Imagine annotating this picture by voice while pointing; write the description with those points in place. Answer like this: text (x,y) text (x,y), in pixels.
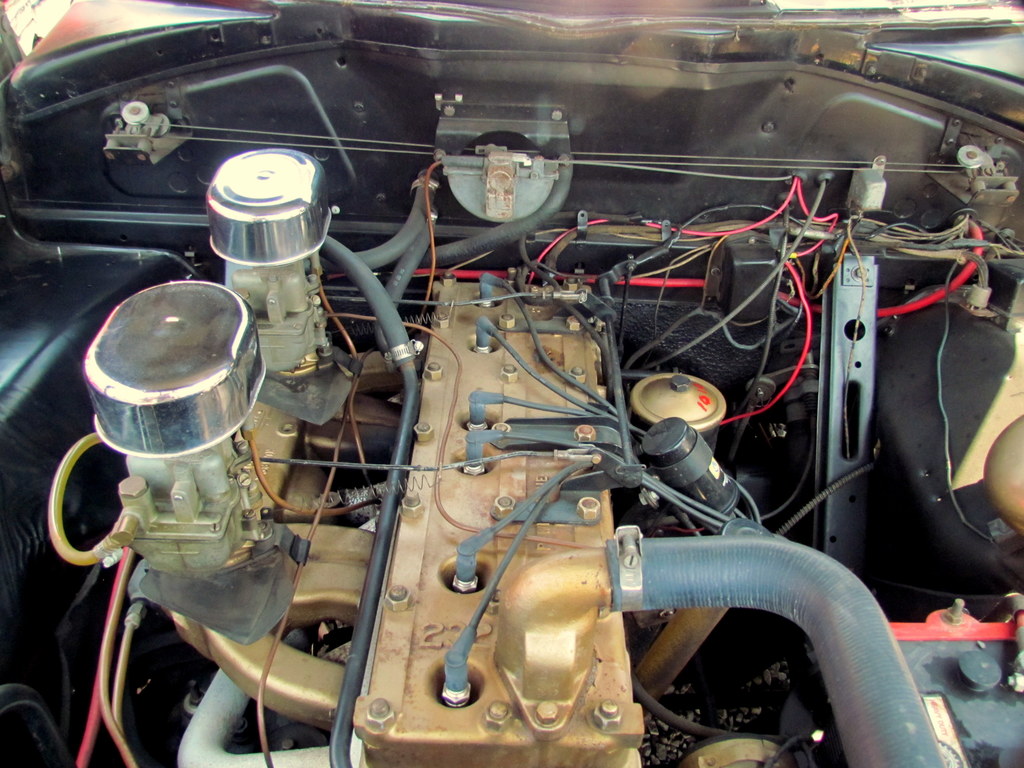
This image consists of a car (530,283). In the front (157,294), we can see an engine (173,360) of a car (188,269). And there are many wires (976,243) in this image.
